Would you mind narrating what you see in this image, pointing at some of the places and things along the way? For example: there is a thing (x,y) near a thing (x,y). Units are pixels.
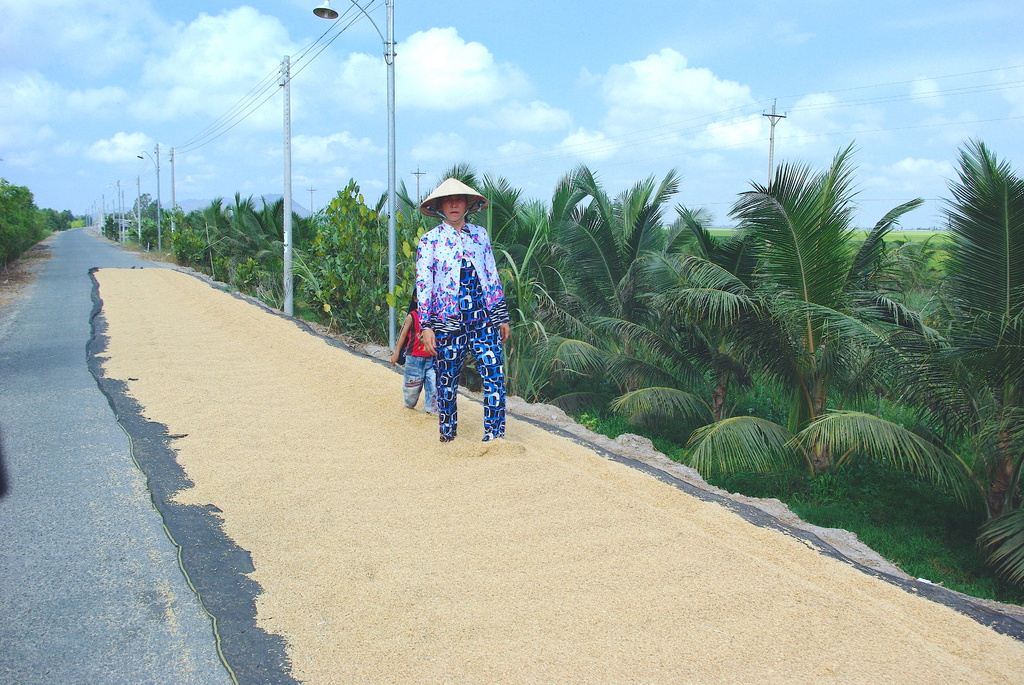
In this picture there is a woman (479,286) standing and there is a boy (416,391) standing behind the woman (433,340). There are wheat grains (448,569) on the road (71,546). On the left (107,187) and on the right side of the image (687,450) there are trees (934,455) and there are poles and there are wires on the poles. At the top (432,141) there is sky (512,170) and there are clouds (530,121). At the bottom (90,554) there is a road (79,557).
